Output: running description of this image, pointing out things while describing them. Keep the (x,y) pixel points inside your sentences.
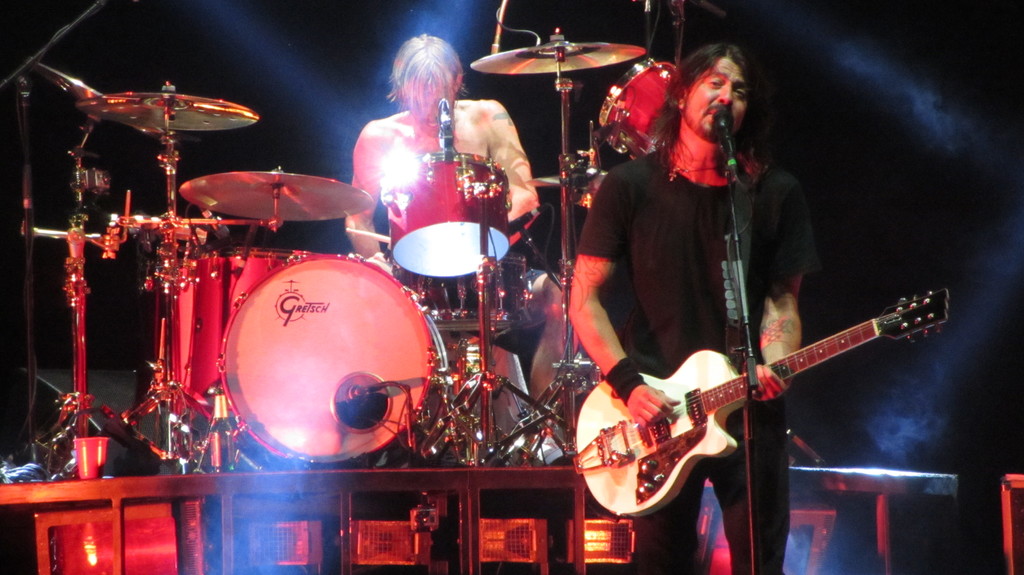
in this image I can see two people (489,151) where one is standing and holding a guitar (708,446) and another one is sitting next to a drum set (430,253). I can also see a mic (720,114) in front of him.
